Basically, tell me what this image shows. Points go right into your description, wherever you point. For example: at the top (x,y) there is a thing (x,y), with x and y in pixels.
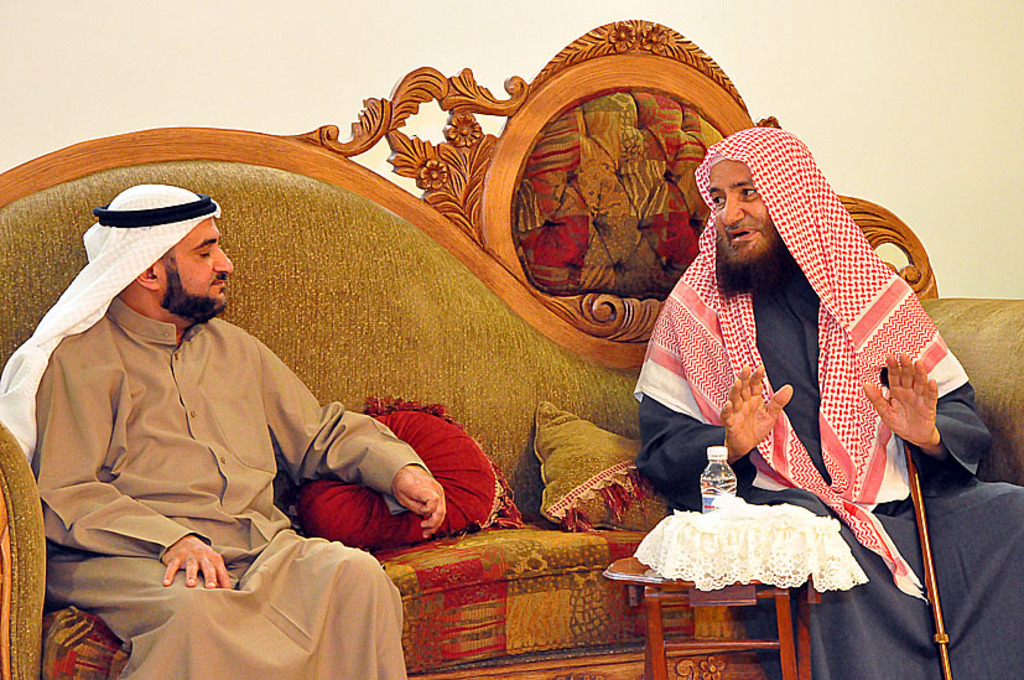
In this image I can see two men (644,457) are sitting on a sofa (533,516). Here I can see a bottle (717,487) and a white color cloth (729,542) on a wooden table (727,592). On the sofa (521,484) I can see cushions (554,476). In the background (320,43) I can see a white color wall (293,59).
